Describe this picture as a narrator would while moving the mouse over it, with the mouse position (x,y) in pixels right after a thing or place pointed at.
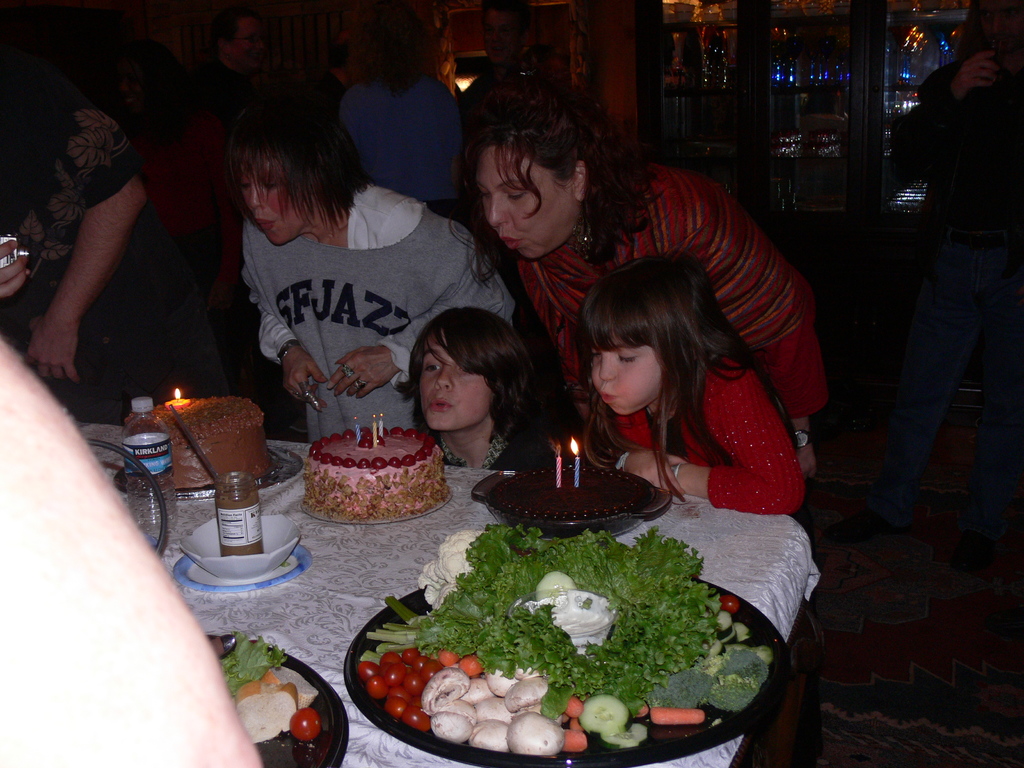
In this image I can see a table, on table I can see cakes (370,443), on top of cake (615,489) I can see there are candles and there are bottles (239,534), vegetables (626,595), white color cloth (395,551), bowls (259,572) kept on table (232,612) around table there are few persons (494,177) visible and in the top right (984,164) there is a man (959,383) standing on floor (959,590) and in the background (714,69) it might be look like a door (876,68).
